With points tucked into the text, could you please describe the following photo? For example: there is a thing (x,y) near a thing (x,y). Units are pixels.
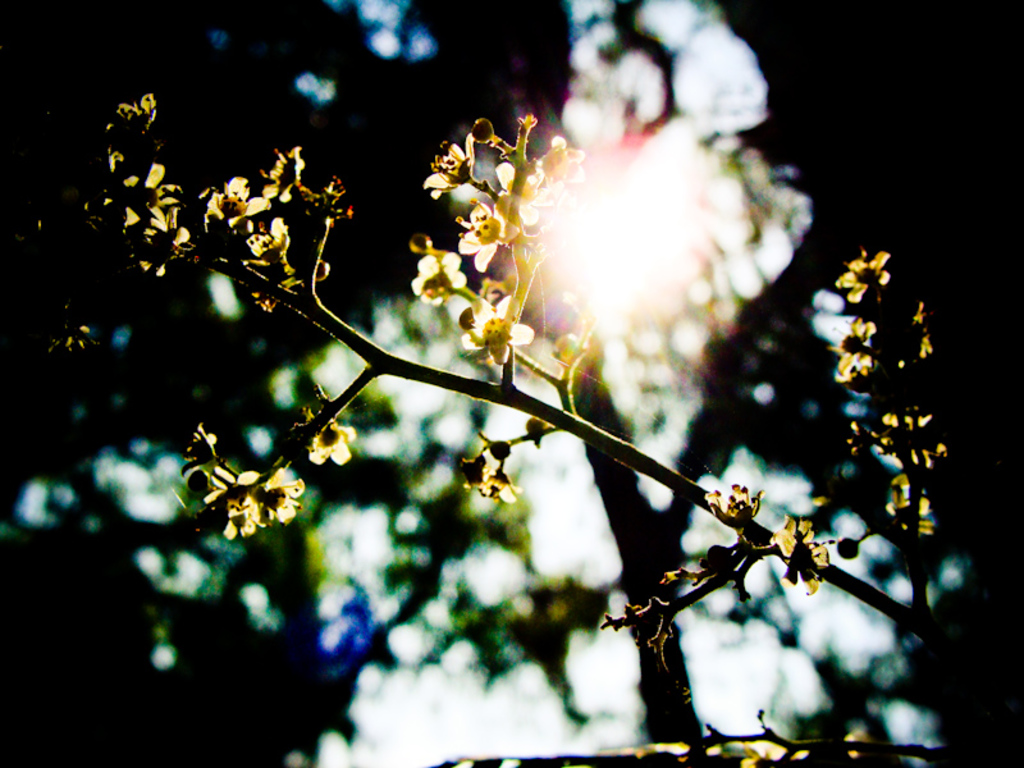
In this picture there are flowers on the plant (739,510). At the back (789,189) there is a tree (953,3). At the top (620,217) there is sky (658,19) and there is a sun (639,202).
